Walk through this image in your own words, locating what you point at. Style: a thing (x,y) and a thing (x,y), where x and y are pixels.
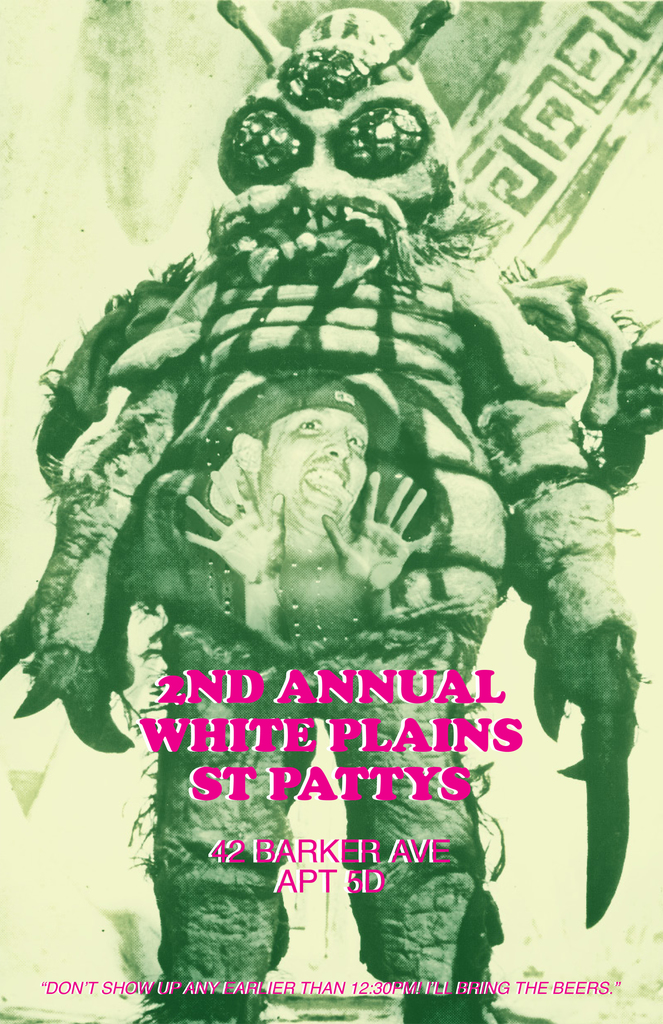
This is a poster where we can see a monster costume (460,508), a person (329,570) and some text (315,774).
